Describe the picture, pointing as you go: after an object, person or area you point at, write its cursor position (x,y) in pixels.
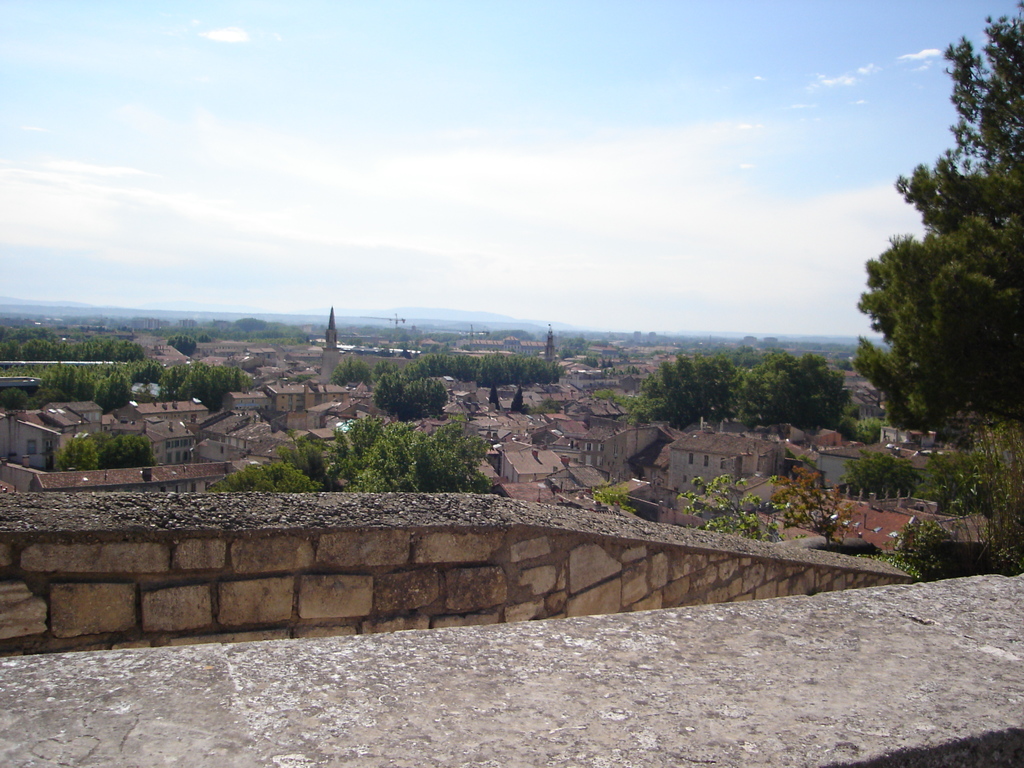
In the center of the image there is a wall (375,624) and slab (550,670). In the background (520,127), we can see the sky (497,140), clouds (390,175), buildings (546,400), windows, trees (991,273) and a few other objects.
